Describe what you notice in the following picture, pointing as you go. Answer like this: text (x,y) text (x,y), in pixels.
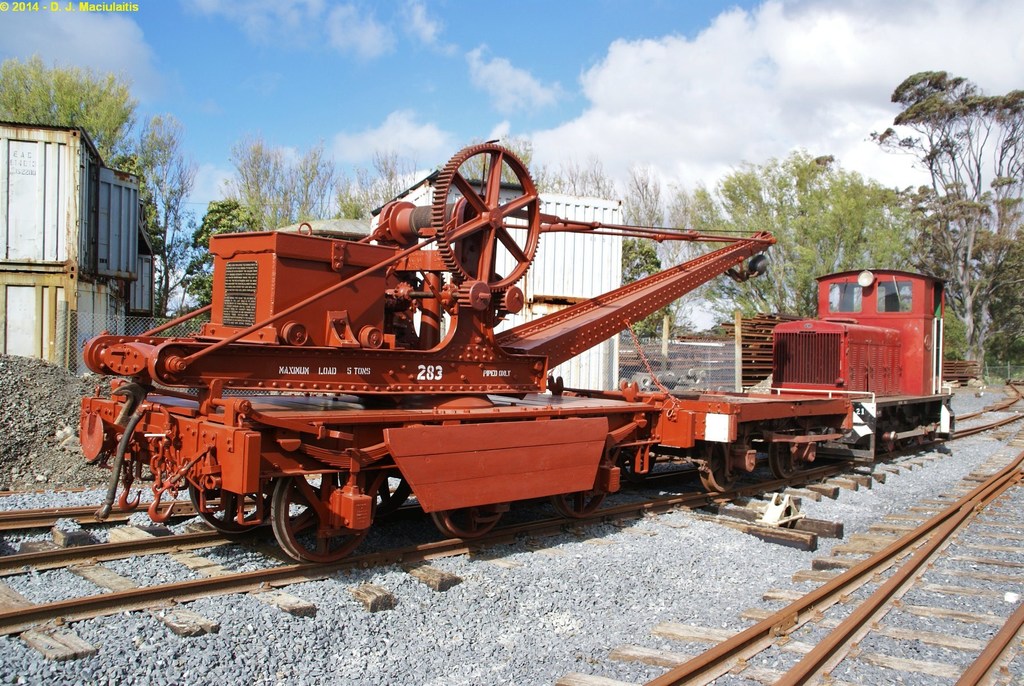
In the center of the image (496,424) we can see the stones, railway tracks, one brown color train (638,400) and a few other objects (893,361). On the train (595,419), we can see one banner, one wheel (486,216), chain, some text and a few other objects (570,342). In the background (697,373) we can see the sky (359,160), clouds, trees (890,241), one building (137,301), fence (111,324) and a few other objects (748,332).
